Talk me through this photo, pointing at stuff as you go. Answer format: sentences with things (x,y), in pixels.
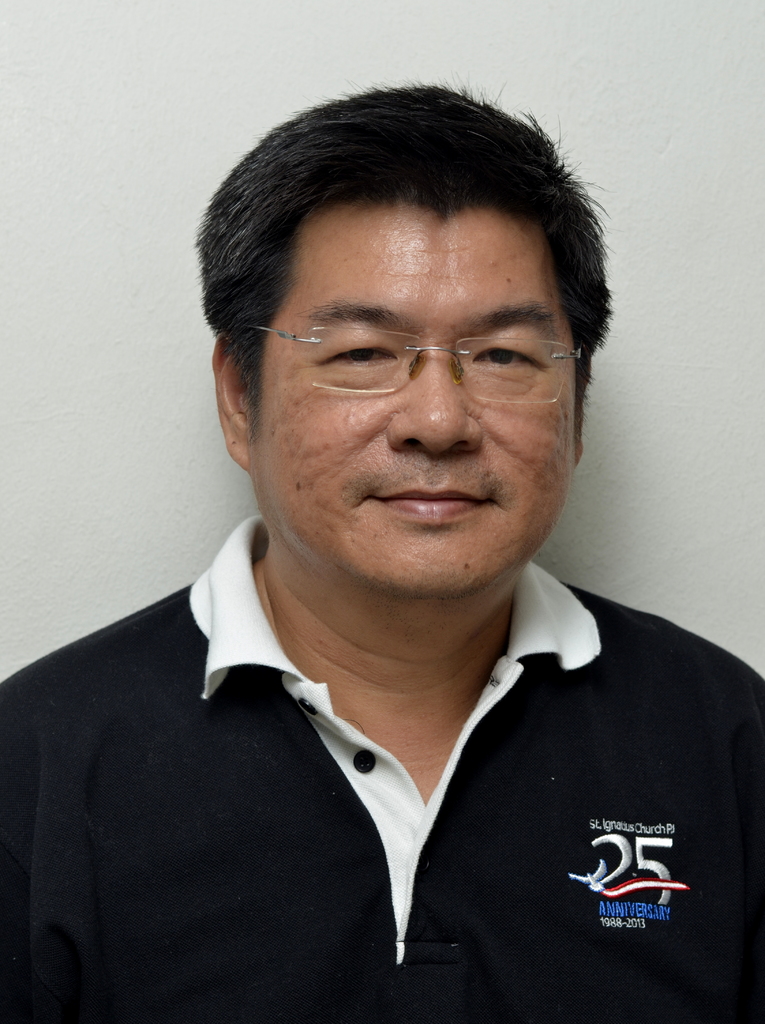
In this picture, we see a man (367,545) is wearing the black T-shirt (471,875). He is wearing the spectacles (422,369) and he is smiling. He might be posing for the photo. In the background (162,265), we see a white wall (680,143).
